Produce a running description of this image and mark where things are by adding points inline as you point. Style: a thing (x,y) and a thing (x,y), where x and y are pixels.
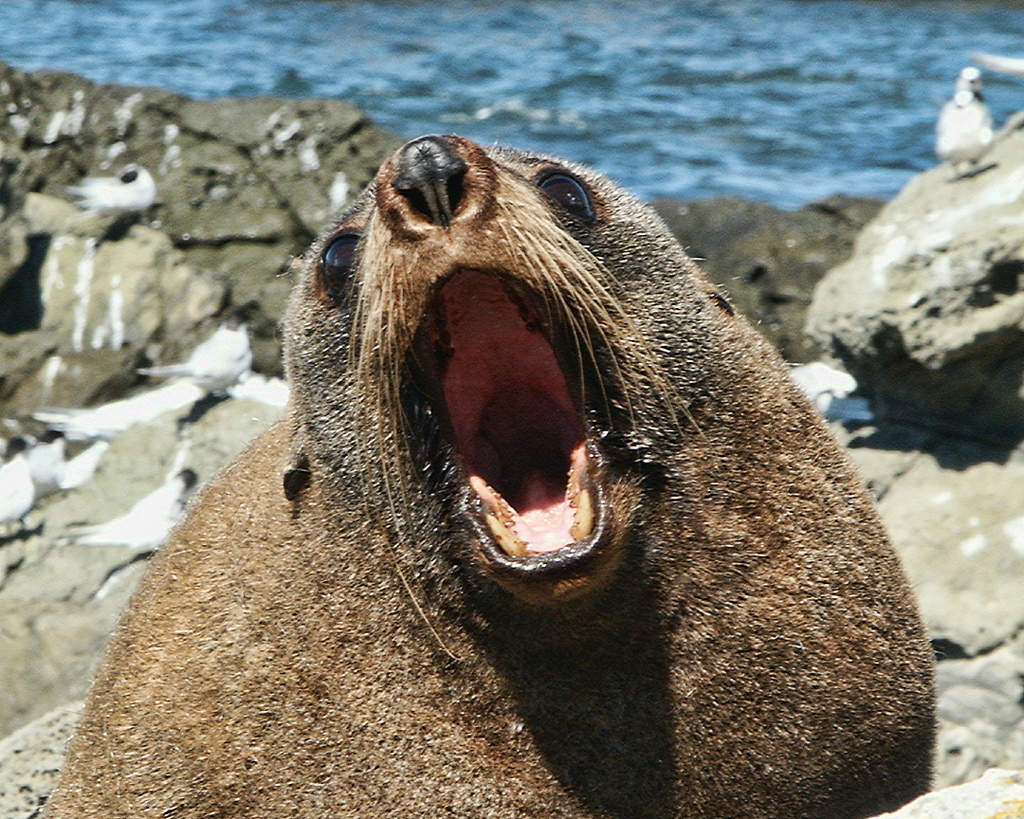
In this image, we can see an animal (219,606) opening the mouth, in the background (789,148) we can see blue color water (832,87).
